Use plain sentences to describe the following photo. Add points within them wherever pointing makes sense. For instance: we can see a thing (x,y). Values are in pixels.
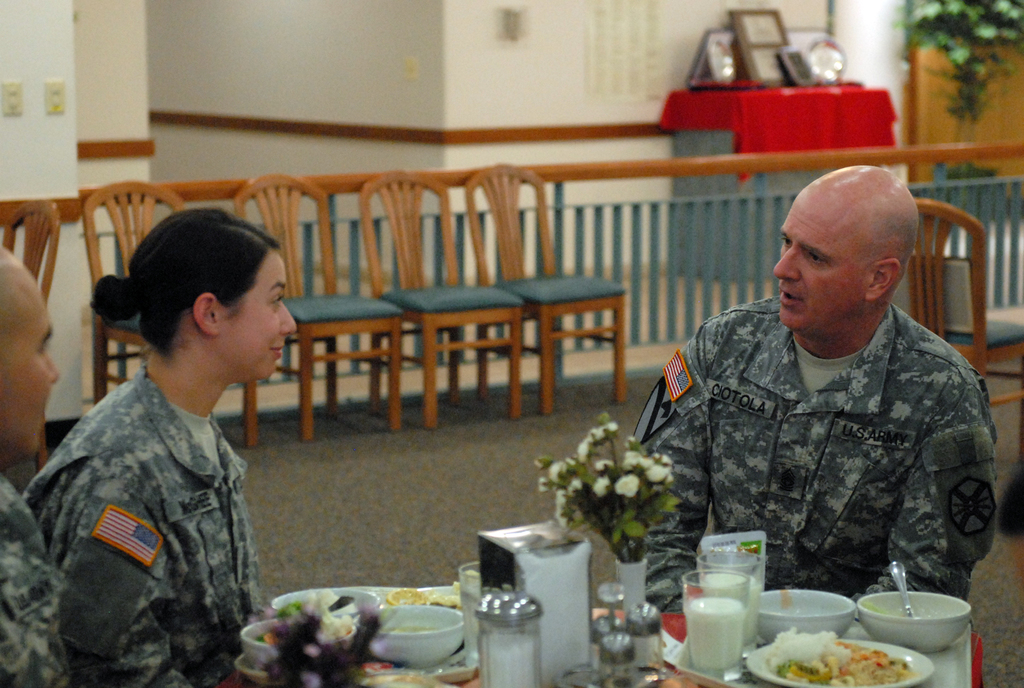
In the image there are two men (797,435) and a women (148,318) sitting in front of dining table (409,682) with plates (380,682), bowls (920,622), glass (710,588), cups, spoons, flower vase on it and behind there are many chairs (968,224) in front of fence (712,274) followed by a table (701,115) with photographs (756,64) above it in the background (812,110) and beside it there is a plant (1005,37).
